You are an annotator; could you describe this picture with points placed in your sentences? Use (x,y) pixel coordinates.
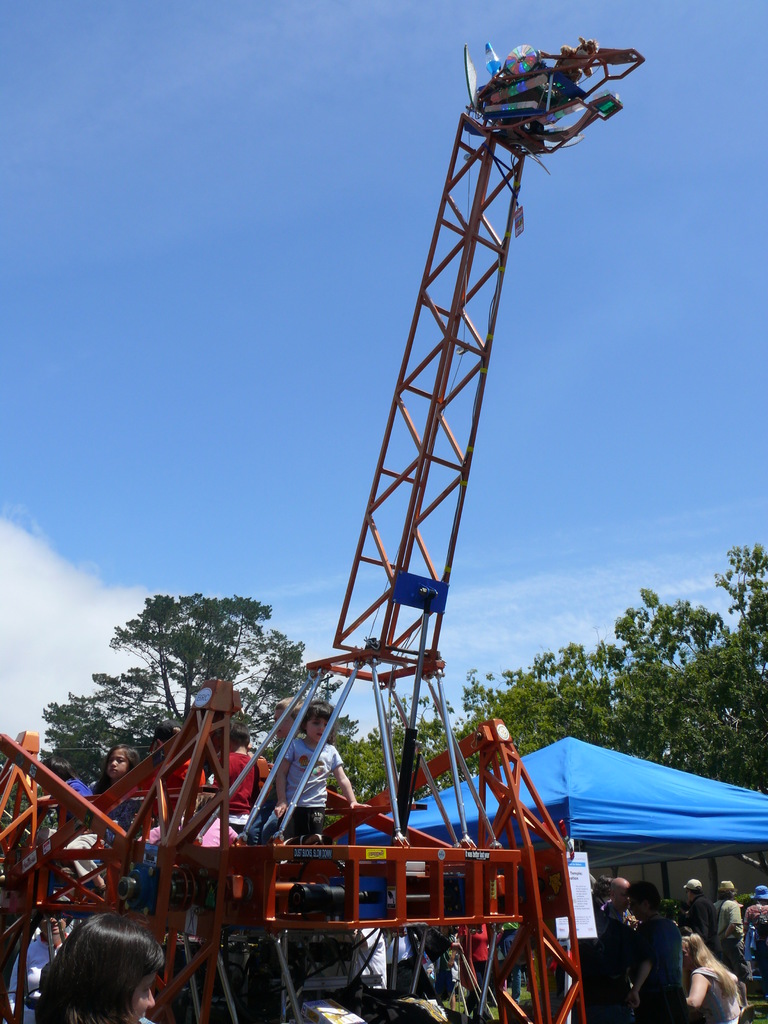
As we can see in the image that this is the machine (463,317) in which children (319,760) are playing in it. There are many people (613,955) down and the tent house (631,840). Behind that there are many trees (607,693) and blue sky (576,441) with the clouds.
